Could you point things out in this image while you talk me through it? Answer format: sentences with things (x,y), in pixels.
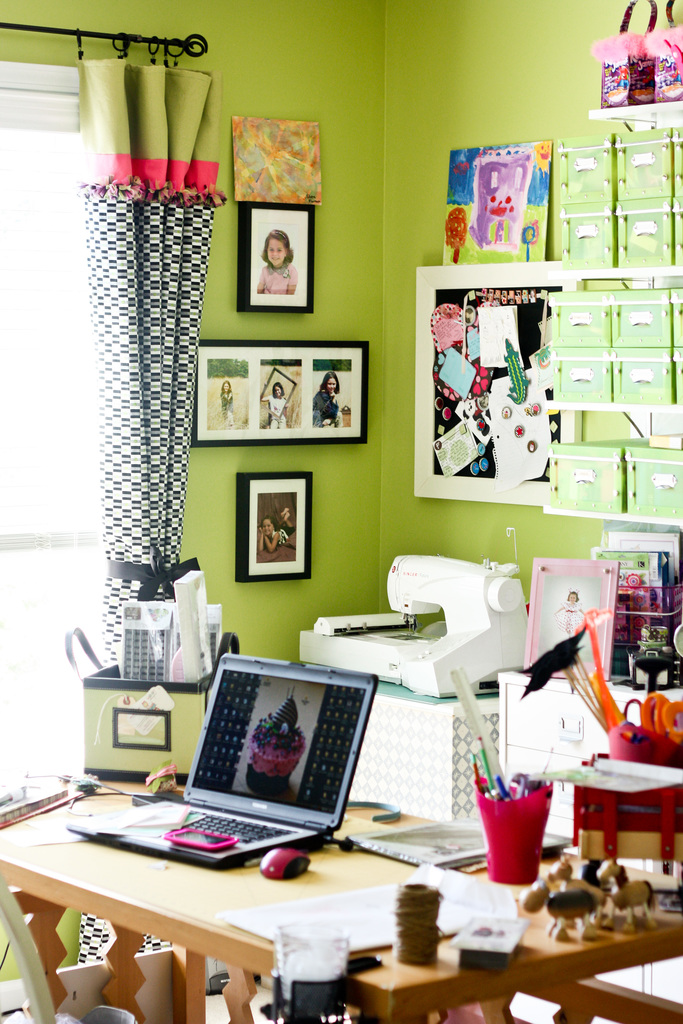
It is a closed room (361,780) where so many things (259,675) are present in the picture. Coming to the right corner (563,965) there is one table (611,959) on that laptop (308,790), mouse (290,869), papers (400,884), machine (420,655), box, photo (571,631), shelves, dolls (637,899) and scissors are present and behind that table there is green colour on which number of photos (282,213) are placed and some shelves (621,273) with green boxes (678,328) and pink baskets (640,83) are kept and there is one window (91,667) with black and white, green combination curtain (128,343) is placed.
